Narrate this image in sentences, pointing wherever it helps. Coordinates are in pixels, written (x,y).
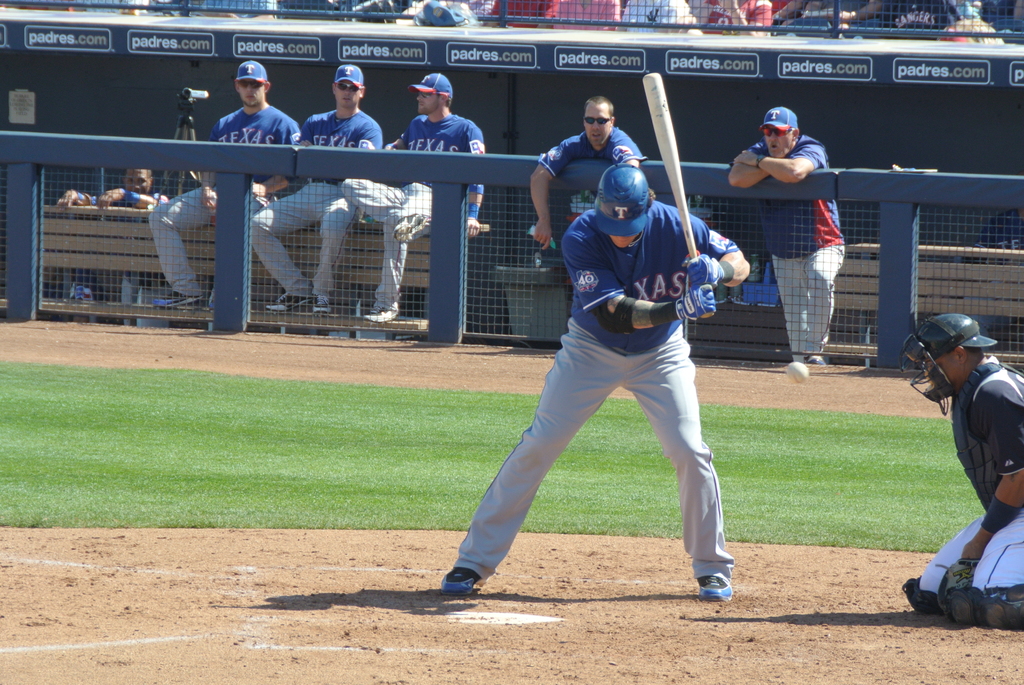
In this picture there is a batsman (672,288) who is holding a baseball bat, besides him I can see the wicket keeper (998,552). In the back (241,121) I can see some people (238,136) who are sitting on the bench (291,245). Beside them I can see two men (814,166) who are standing near to the fencing (847,226). At the top (960,8) I can see the audience (906,27).
